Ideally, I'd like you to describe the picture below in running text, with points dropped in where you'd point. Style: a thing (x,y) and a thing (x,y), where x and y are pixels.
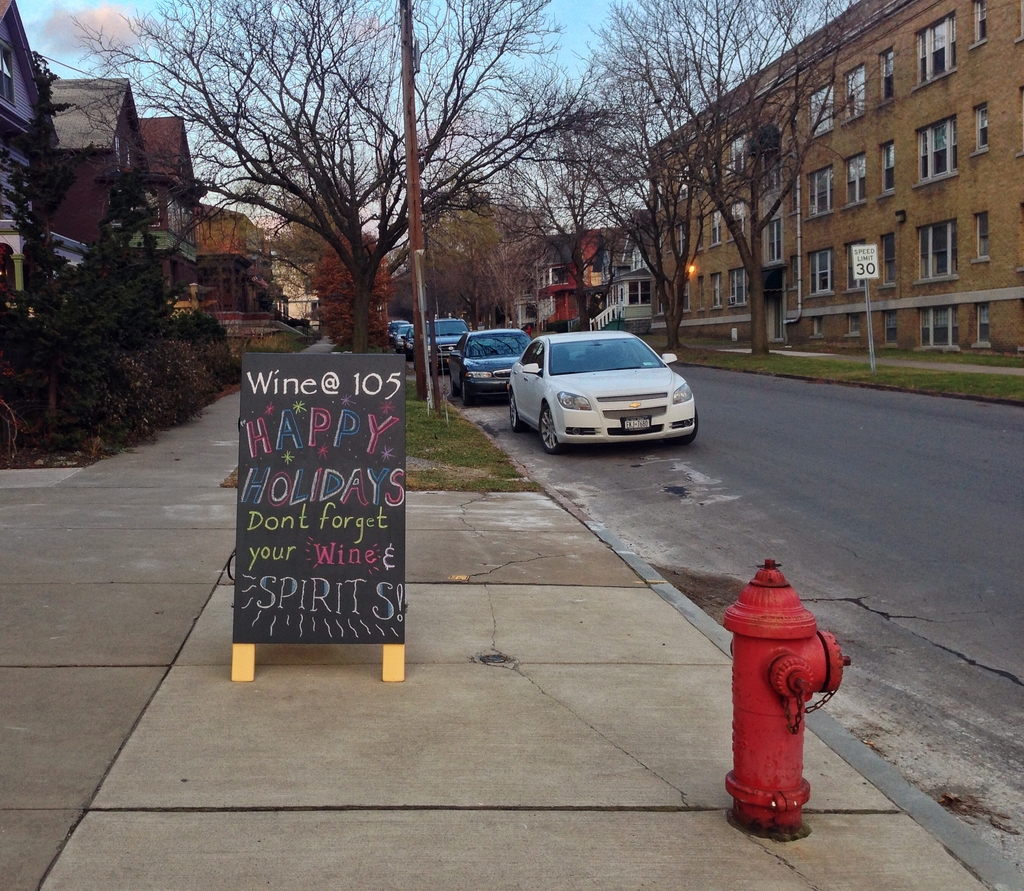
In this image I can see the road (825,494). To the side of the road (845,490) I can see the fire hydrant (736,729) and the boards (359,456). I can also see many trees (315,288) and the buildings (606,268) with windows (771,251). In the background (441,54) I can see the sky (399,92).
